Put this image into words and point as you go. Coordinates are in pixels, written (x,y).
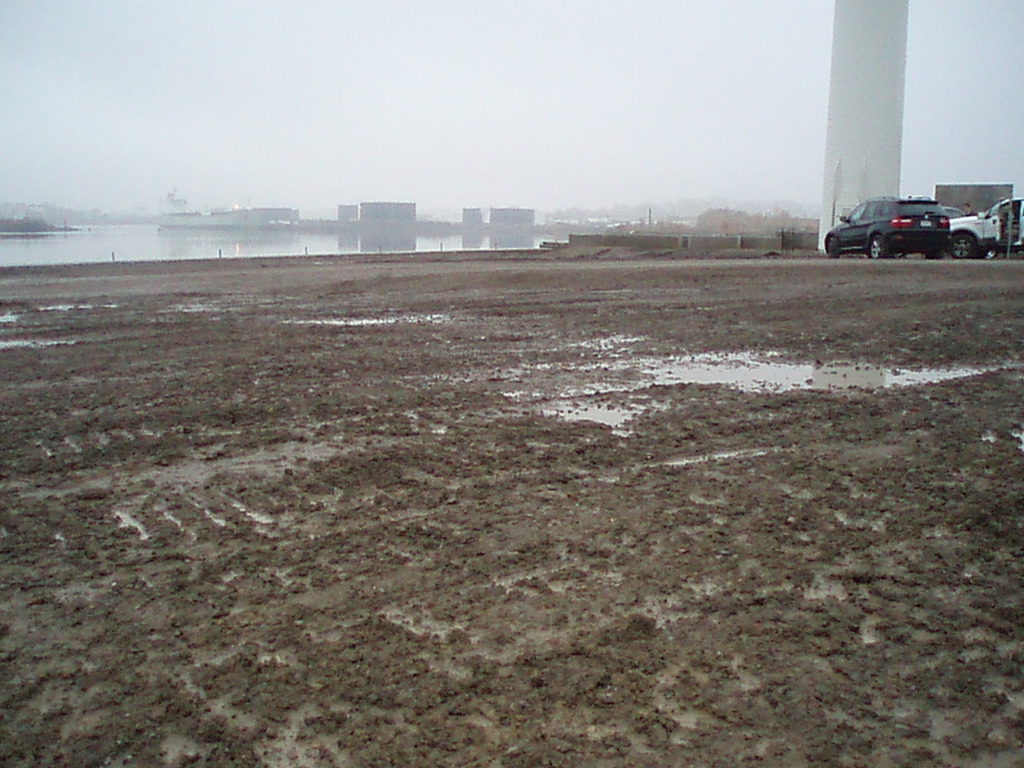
In this picture we can observe some mud (528,501). We can observe water (758,364) here. On the right side (968,229) there are some cars (925,222) parked. We can observe white color pillar (863,95) here. There is a river (154,240). In the background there is a sky (350,115).
